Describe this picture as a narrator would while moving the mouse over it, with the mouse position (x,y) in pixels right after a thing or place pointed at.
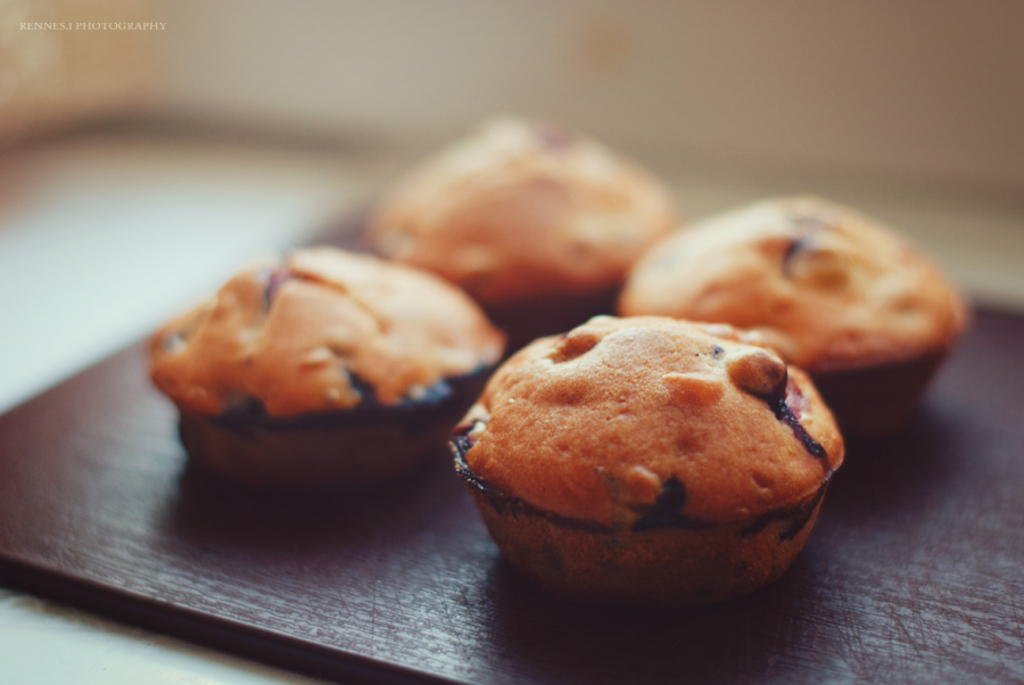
In this image I can see few brown color cupcakes (643,288) on the brown color surface (995,628). Background (797,48) is blurred.
